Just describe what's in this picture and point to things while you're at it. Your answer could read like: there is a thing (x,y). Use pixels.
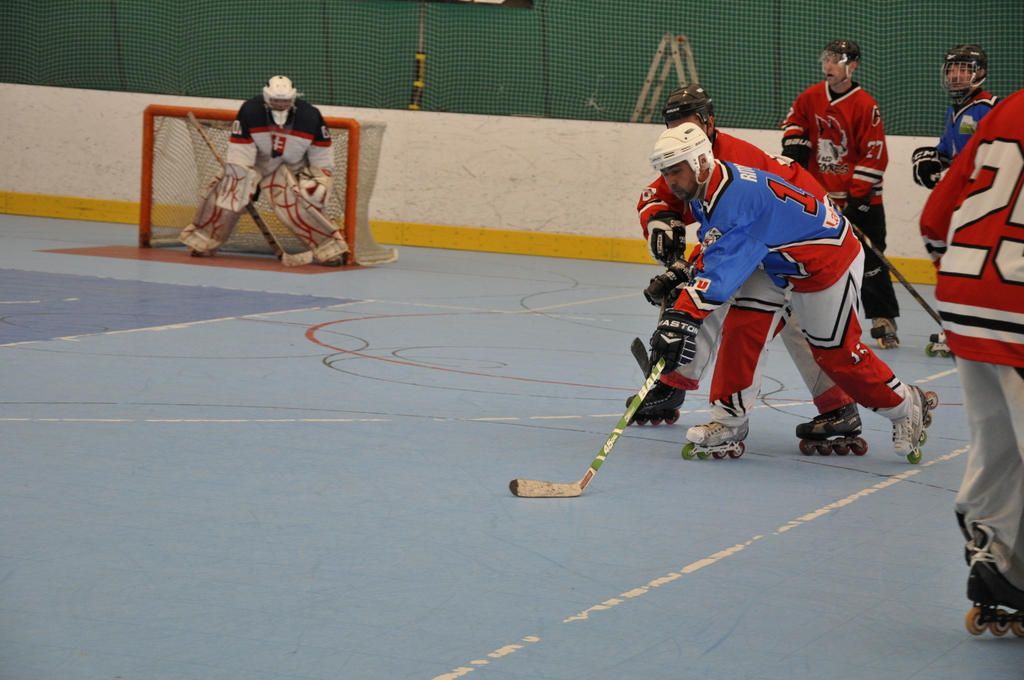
In this picture we can see some people (699,221) playing roller hockey on the ground (597,448) and in the background (391,38) we can see the wall (432,166), fencing net (383,50).
